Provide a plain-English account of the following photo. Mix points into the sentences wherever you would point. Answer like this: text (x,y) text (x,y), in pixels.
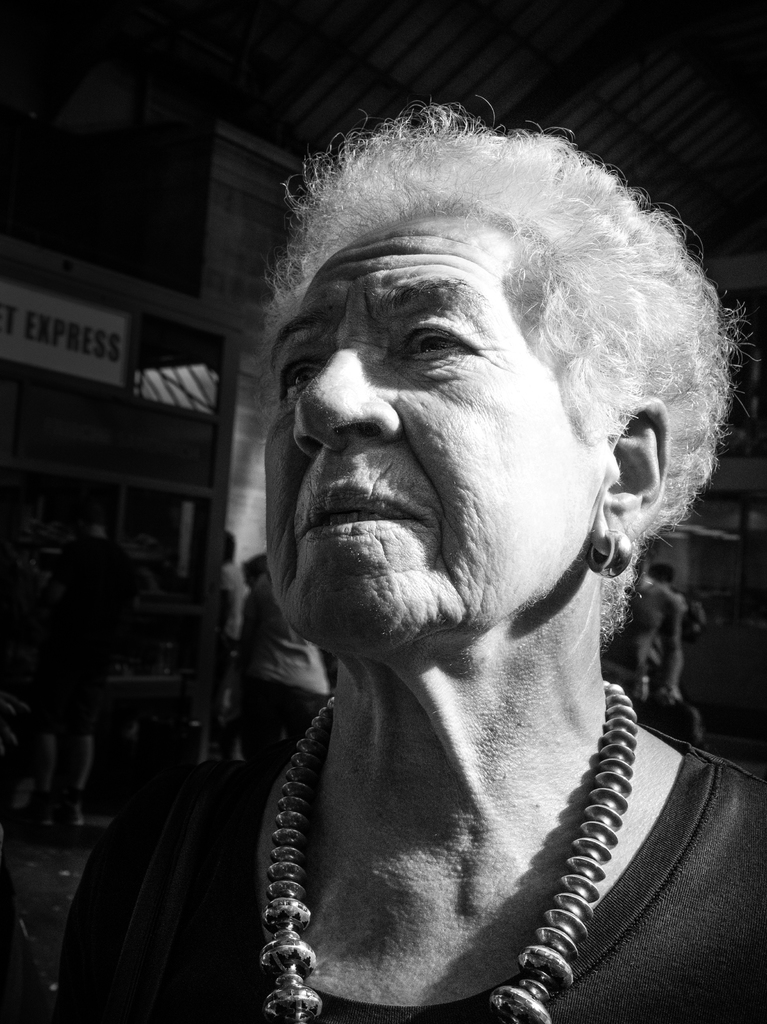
In this image we can see a person (365,613). Behind the person (367,584) we can see a group of persons (84,645) and a wall (242,148). At the top (395,111) we can see the roof (363,73).
